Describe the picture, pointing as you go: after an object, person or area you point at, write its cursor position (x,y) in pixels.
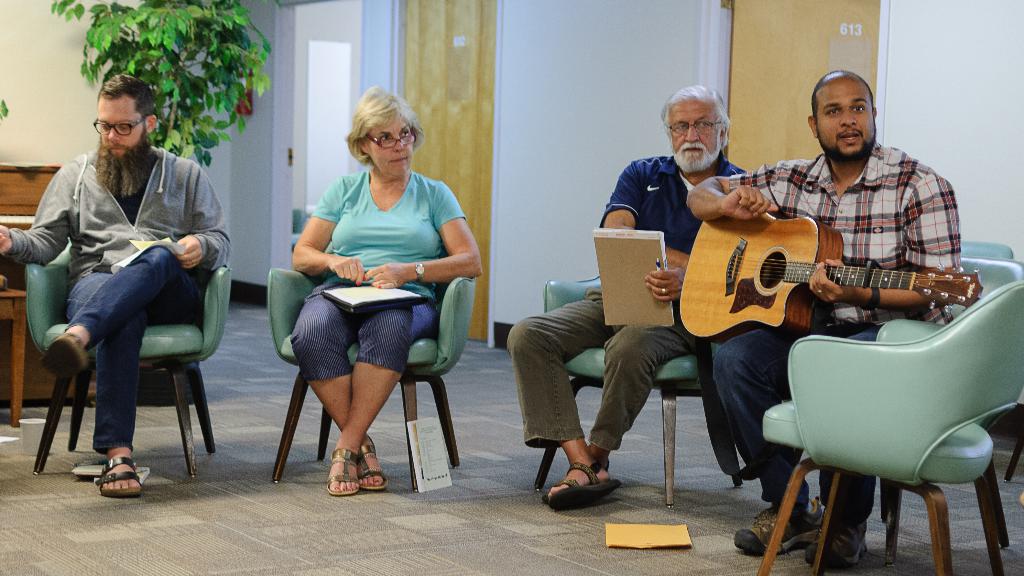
In this picture we can see four people (394,282), one woman (379,250) and three men (107,227) and the man (845,252) on the right side of the picture (803,259) is holding a guitar (789,276) the man (680,262) behind him is holding a book (645,274), in the background (201,85) we can see one plant (227,58) and a door (465,57), in the bottom (423,456) we can see a paper (437,483) behind chair (452,440).
